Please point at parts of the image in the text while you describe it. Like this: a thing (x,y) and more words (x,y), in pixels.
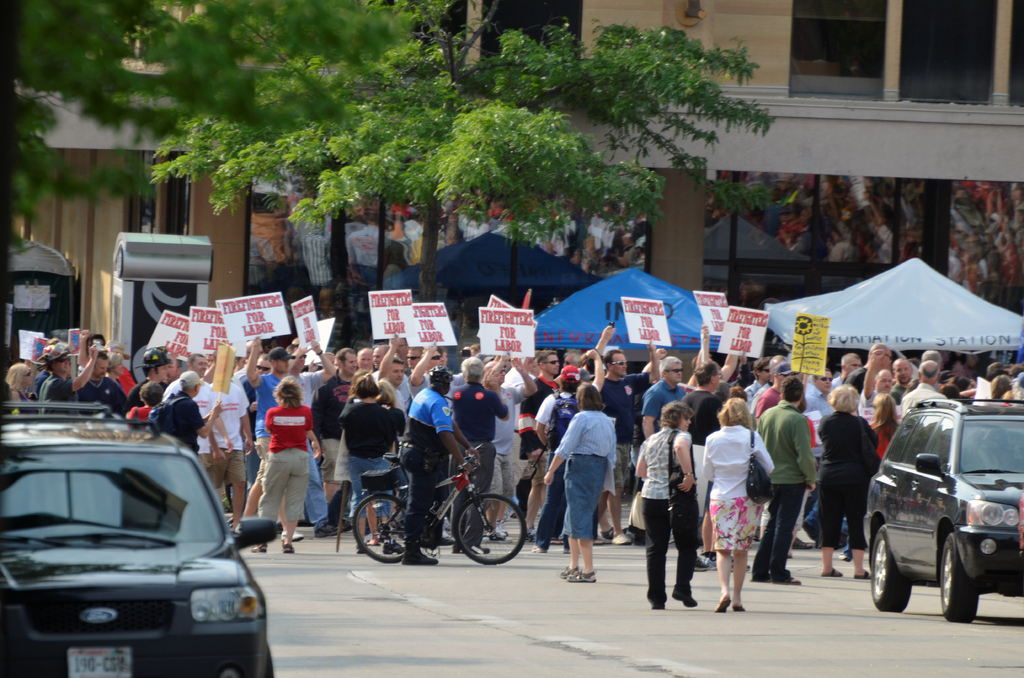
In this picture we can see some men (241,454) and women (292,459) standing in the protest and holding the whiteboard (513,335) in the hand (529,366). In the front (317,651) bottom side there are some cars (985,567) parked on the road (382,634). Behind there is a brown building (161,160) and tree (369,159).
